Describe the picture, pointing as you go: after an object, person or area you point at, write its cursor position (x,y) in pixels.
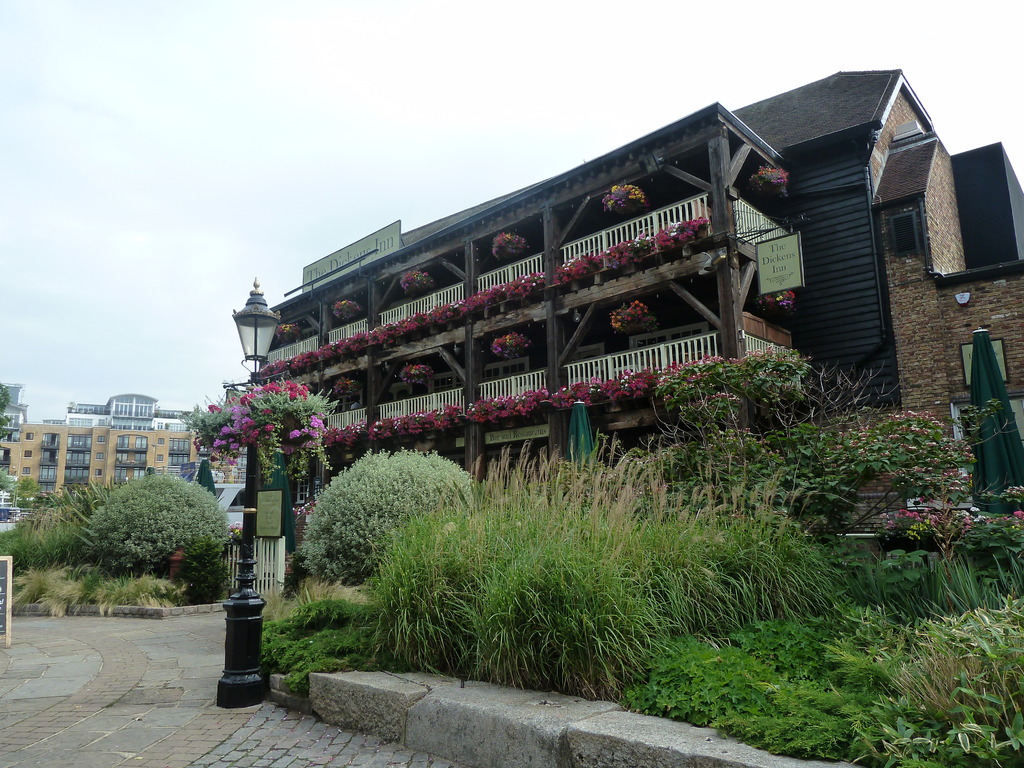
In this picture there is wooden house (854,220) with white color balcony (400,316) and some flower (364,337). Behind there are many building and in the front (96,584) bottom side we can see some plants (75,567).
